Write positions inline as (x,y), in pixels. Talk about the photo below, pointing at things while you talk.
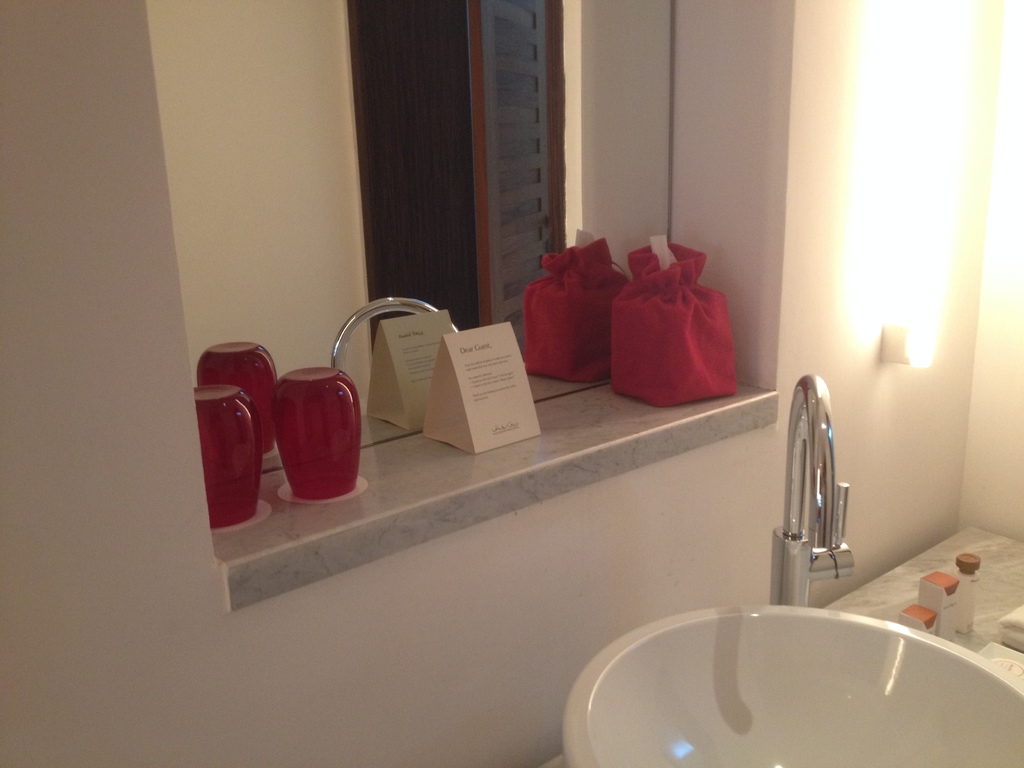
In this image we can see mirror (216,228), glasses (216,444), lights (908,360), tap (779,532), sink (734,757) and wall (946,447).
